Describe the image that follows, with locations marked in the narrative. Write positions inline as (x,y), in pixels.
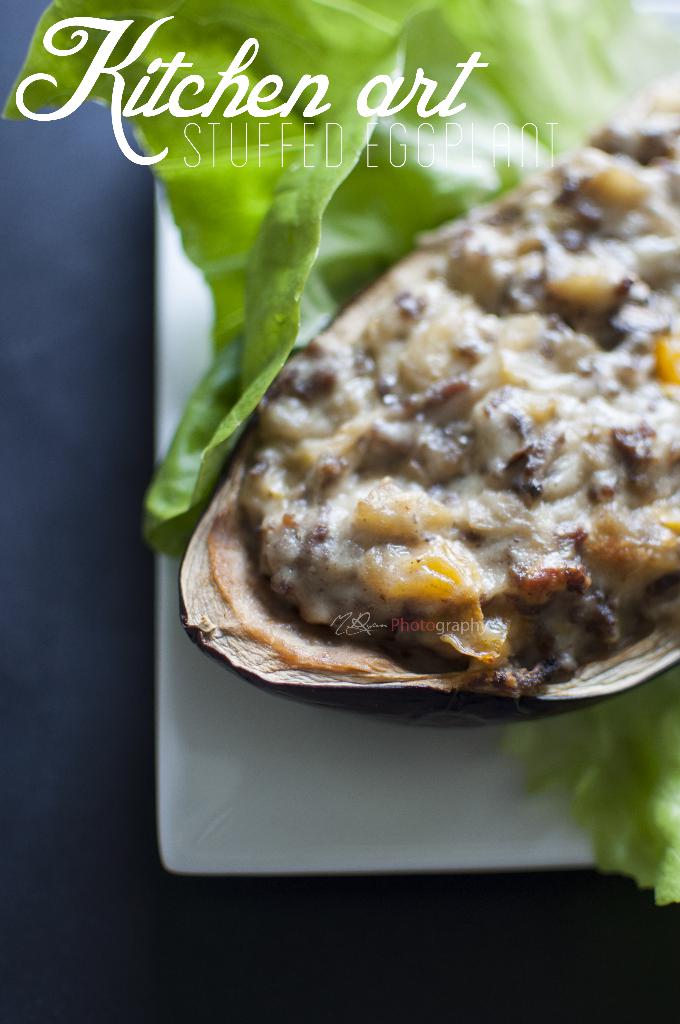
In this picture we can see some food (363,274) on a plate (489,795). A watermark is visible on top (56,28).
